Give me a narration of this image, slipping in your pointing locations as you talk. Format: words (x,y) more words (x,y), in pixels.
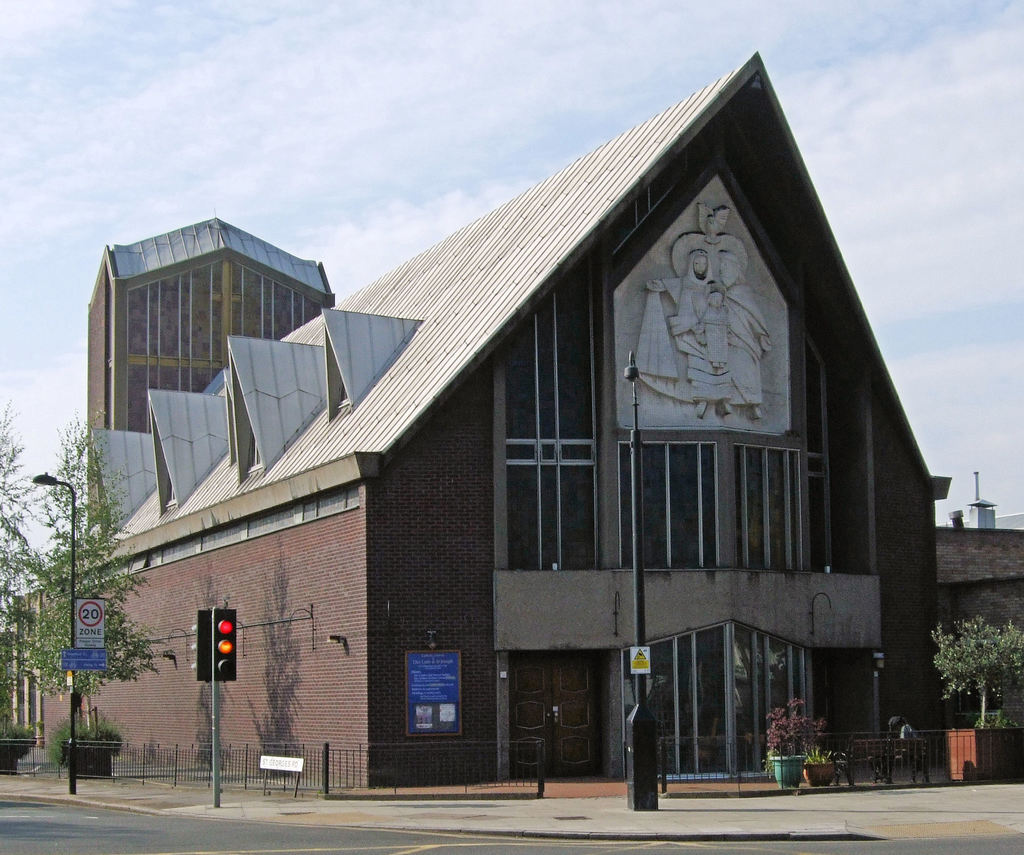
At the bottom (133,842) we can see a road (123,830). In the background (220,689) we can see fence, poles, traffic signal poles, plants (54,624), small boards (82,617) on the pole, bicycle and a person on the right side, buildings (687,338), glass doors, roof (367,294) and clouds (994,435) in the sky (810,147).
